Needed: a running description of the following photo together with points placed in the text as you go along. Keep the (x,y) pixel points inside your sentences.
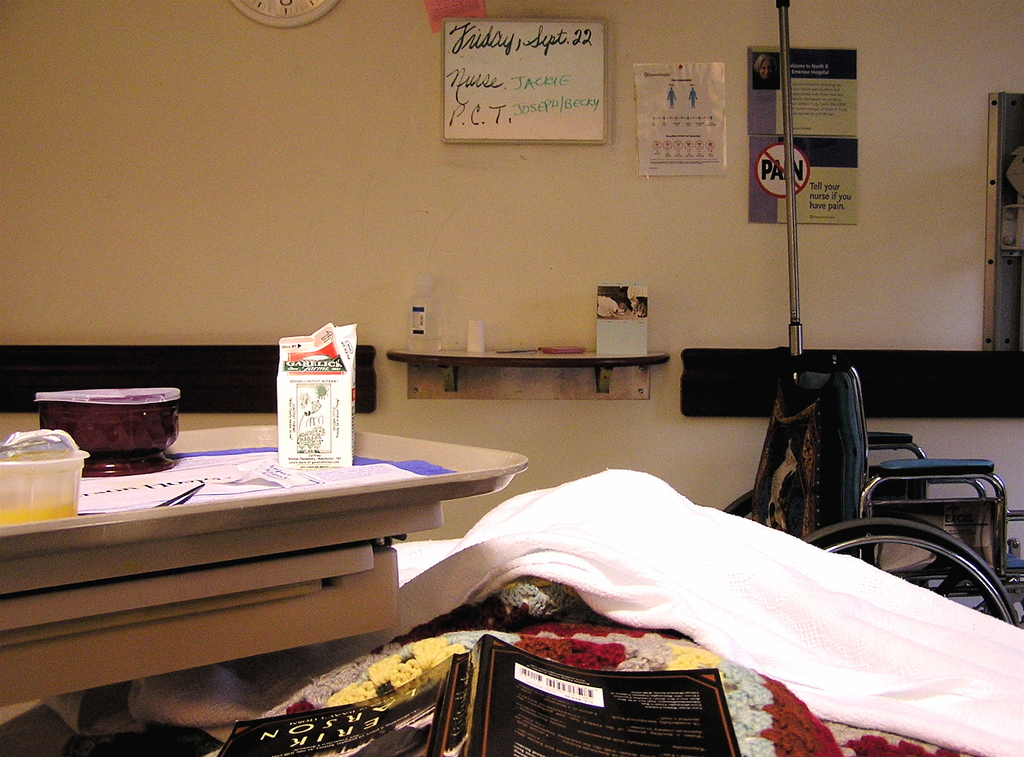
In the left bottom of the image (329,576), there is a table (393,534) on which tray (40,547) is kept, in that jar (68,474) is there and juice packet (335,391) is kept. In the right bottom of the image (1018,556), there is a wheelchair (918,497). In the background of the image (50,131), there is a wall (901,245) on which posters (714,125), board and a wall clock (314,17) is mounted. This image is taken inside a room (768,376).
